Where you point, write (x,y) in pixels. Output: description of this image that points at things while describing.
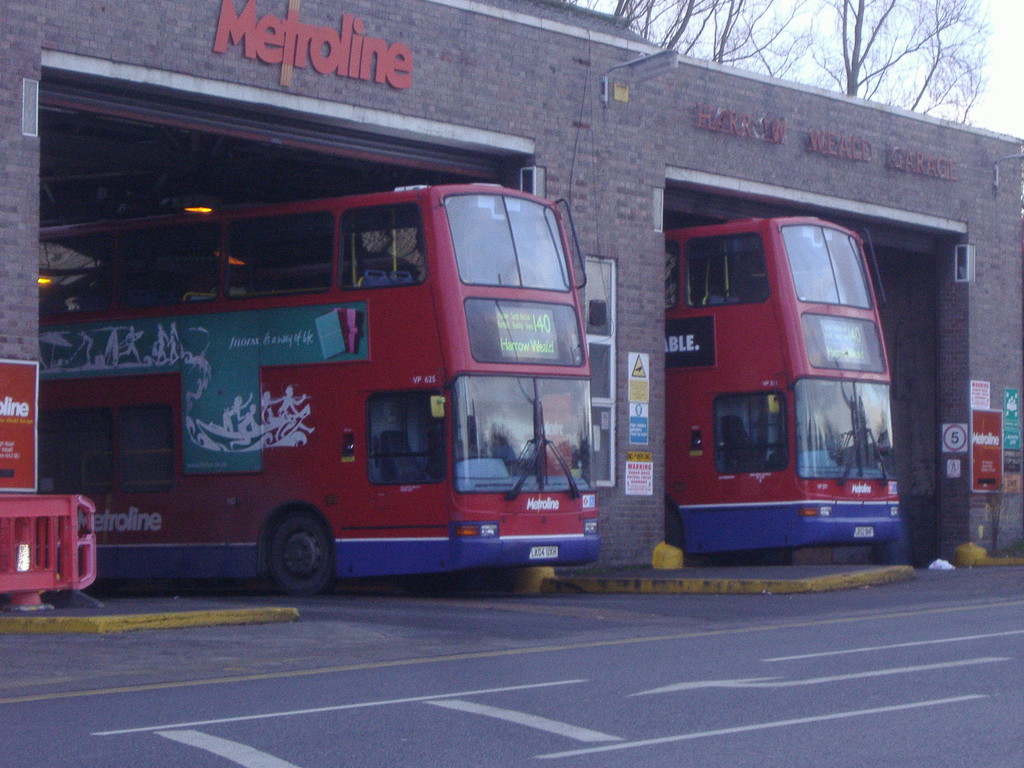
In this image in the middle (497,403), there are buses (563,437), posters (989,462), house (516,96), text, light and wall (633,243). At the bottom (692,679) there is road (702,708). At the top (778,53) there are trees (817,53) and sky (810,22).
